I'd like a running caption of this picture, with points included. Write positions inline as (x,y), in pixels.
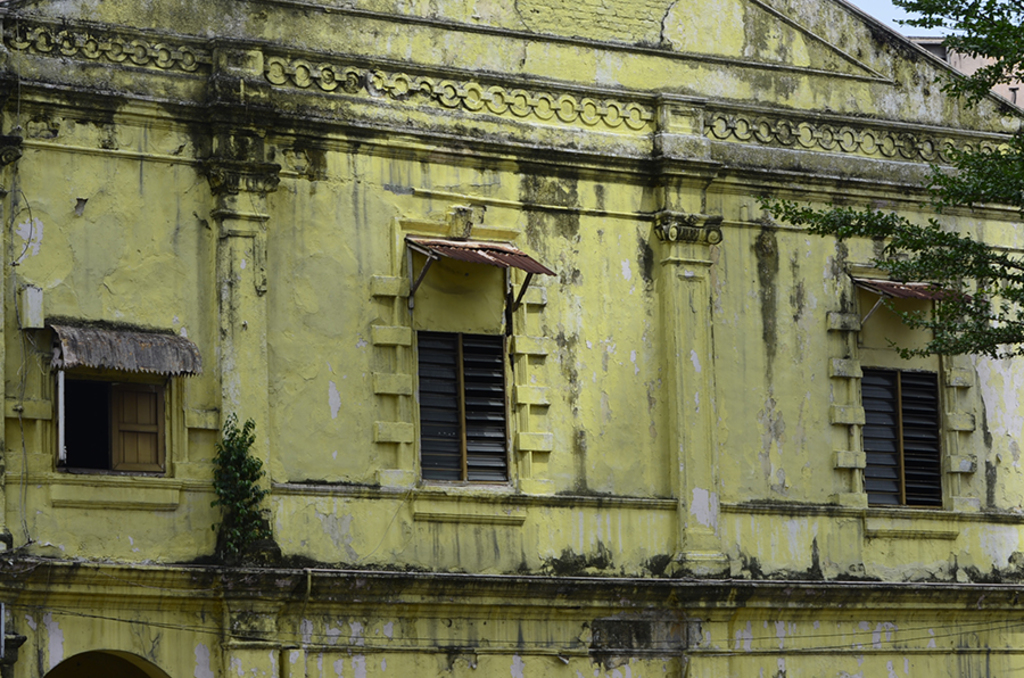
In this image we can see a building (504,456) with windows (472,444). We can also see some branches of a tree (948,307), plants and the sky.
